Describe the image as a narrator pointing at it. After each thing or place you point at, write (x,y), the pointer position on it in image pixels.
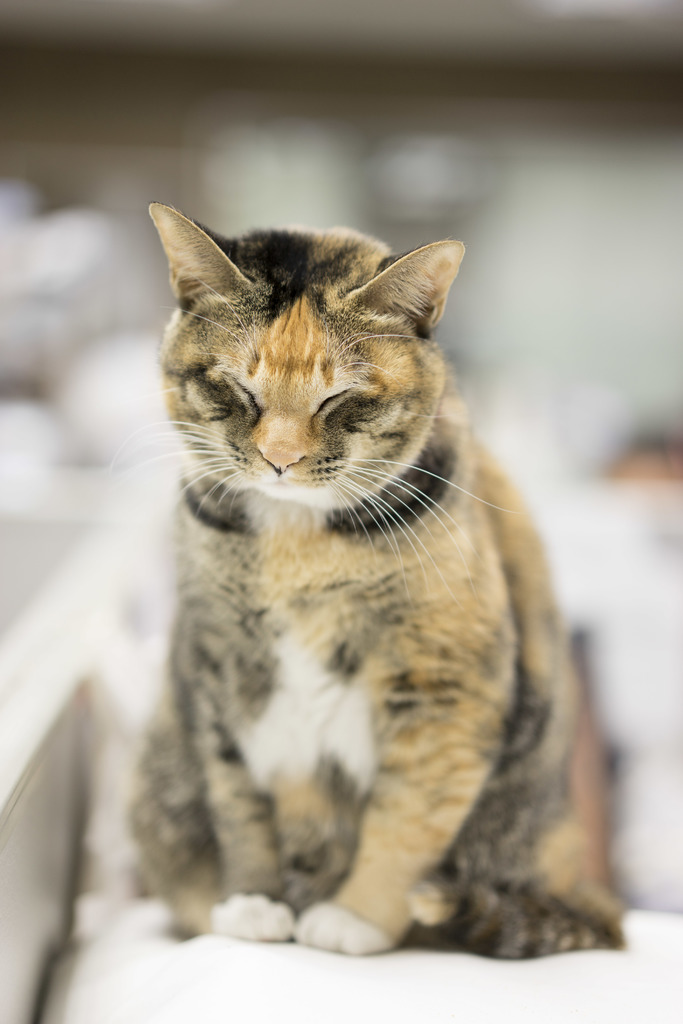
In this image there is a cat (451,900) sitting on a surface (509,971) and the background of the cat (344,264) is blur.
